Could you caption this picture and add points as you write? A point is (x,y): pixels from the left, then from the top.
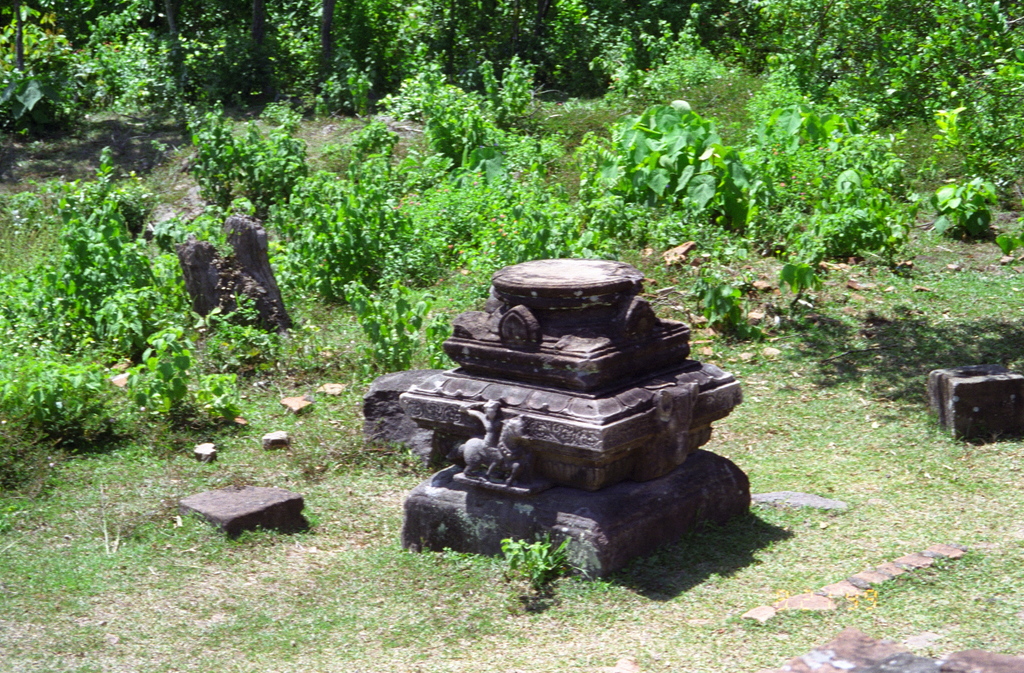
In the center of the image (464,401) we can see a statue (492,410). In the background of the image (71,4) we can see the plants (116,275), grass (912,301), tree trunk (223,288), stones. At the bottom of the image (577,642) we can see the ground (258,646).
